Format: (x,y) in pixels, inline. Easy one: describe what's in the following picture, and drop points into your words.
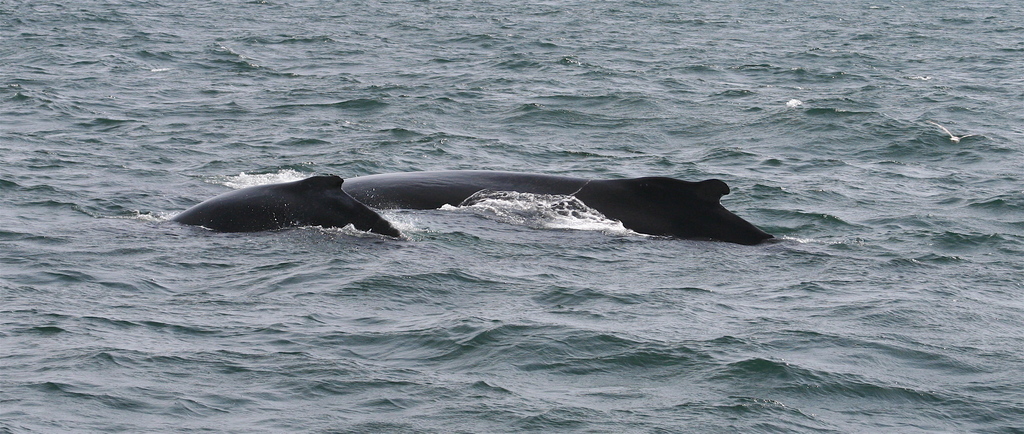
In this image in the center (550,183) there are two whales (323,200), and at the bottom (277,374) there is water (544,334).
